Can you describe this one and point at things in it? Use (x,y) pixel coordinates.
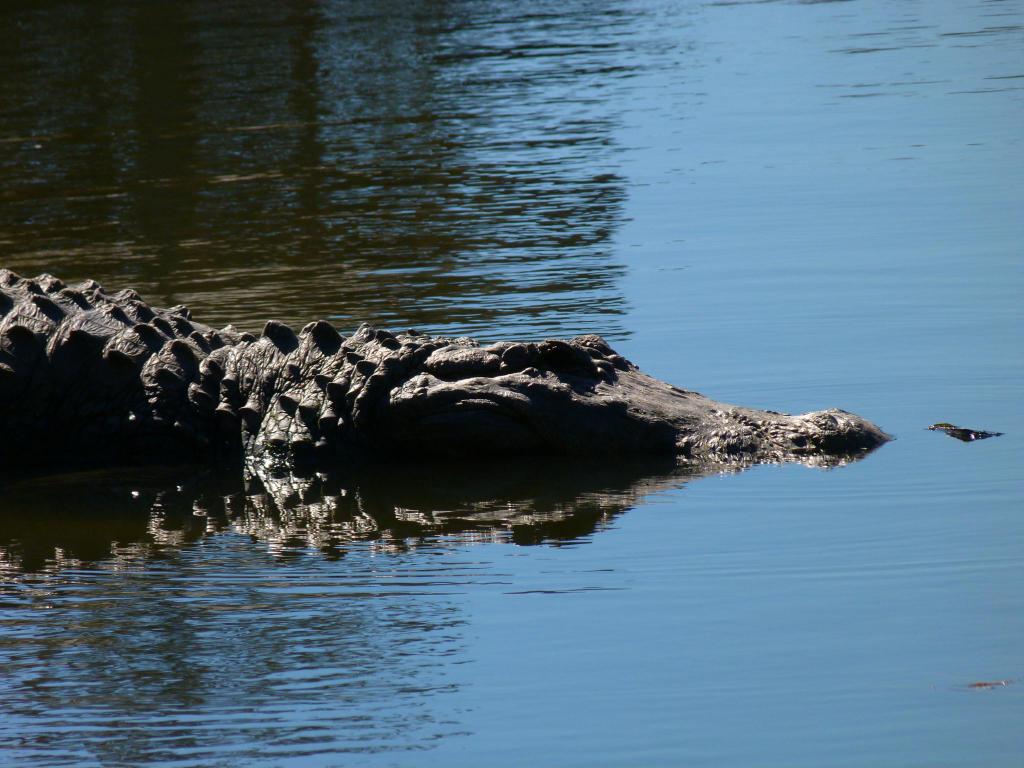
In this image there is water (443,611), there is a crocodile (377,397) towards the left of the image (142,424).
